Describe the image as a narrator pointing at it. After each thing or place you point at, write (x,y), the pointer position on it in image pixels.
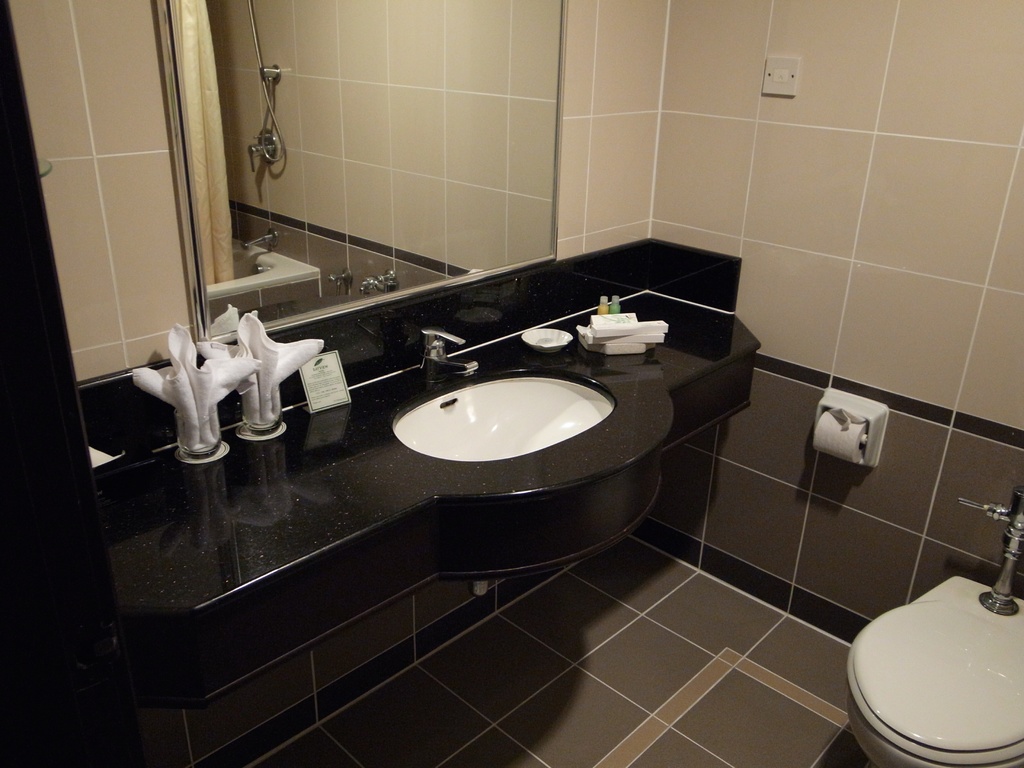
This is a washroom (787,252). Here we can see a commode (879,672), tissue roll (820,427), wash basin (524,407), glasses (252,426), cloths (240,380), tap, soap box (580,337), and bottles (603,313). This is floor (589,695) and there is a mirror (276,165). In the background (713,182) there is a wall (946,181).
